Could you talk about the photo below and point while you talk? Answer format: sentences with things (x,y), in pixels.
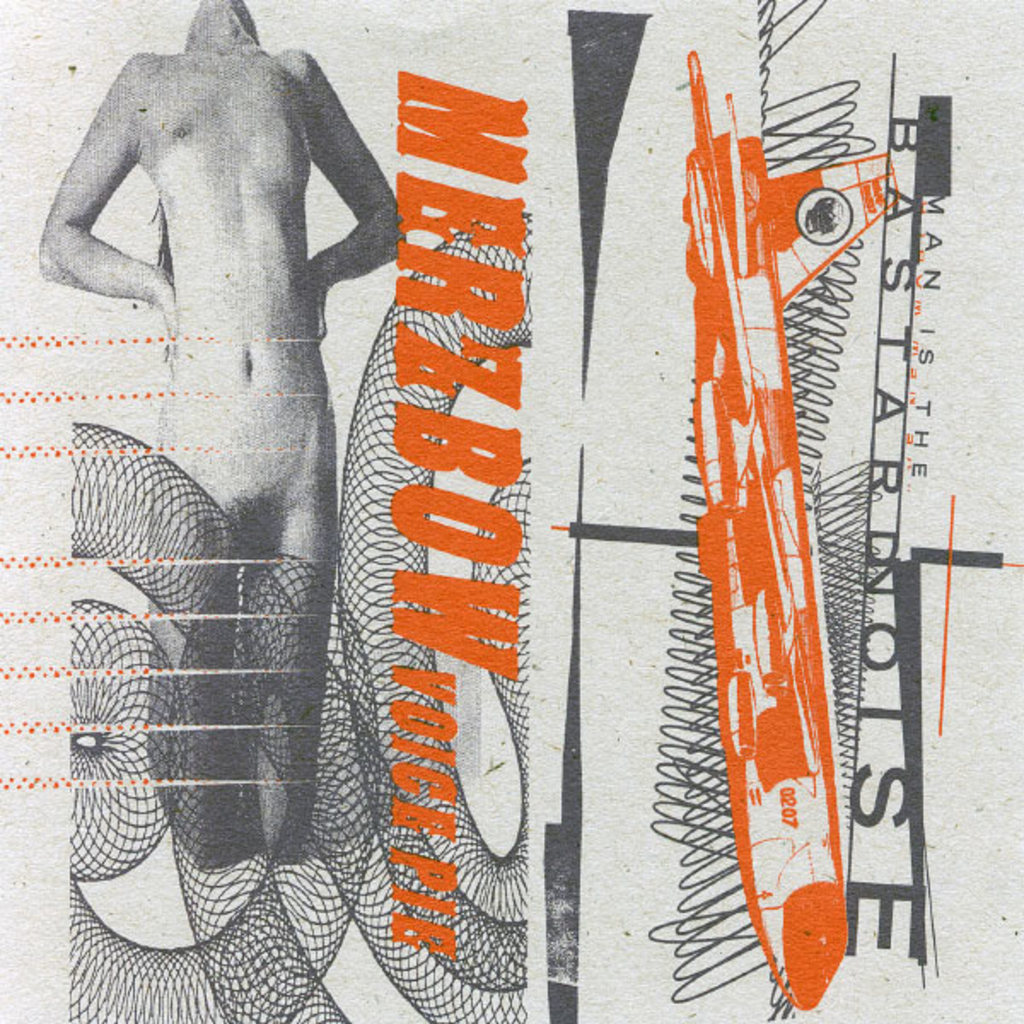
In this picture I can see there is a woman (196,434) into left and there is an aircraft (824,902) at right side (788,833), there is something written on the image.
